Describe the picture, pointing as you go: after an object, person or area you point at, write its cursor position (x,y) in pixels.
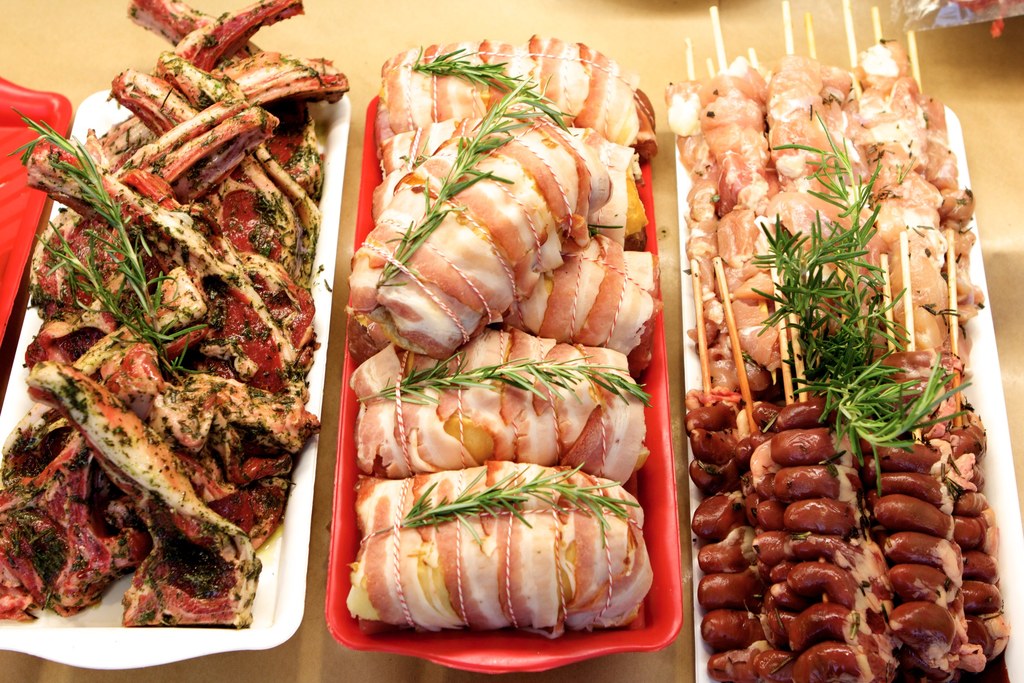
In this image I can see food (785,311) in the tray (685,293). The food (705,300) is in brown, green color and the trays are in white and red color and they are on the table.
